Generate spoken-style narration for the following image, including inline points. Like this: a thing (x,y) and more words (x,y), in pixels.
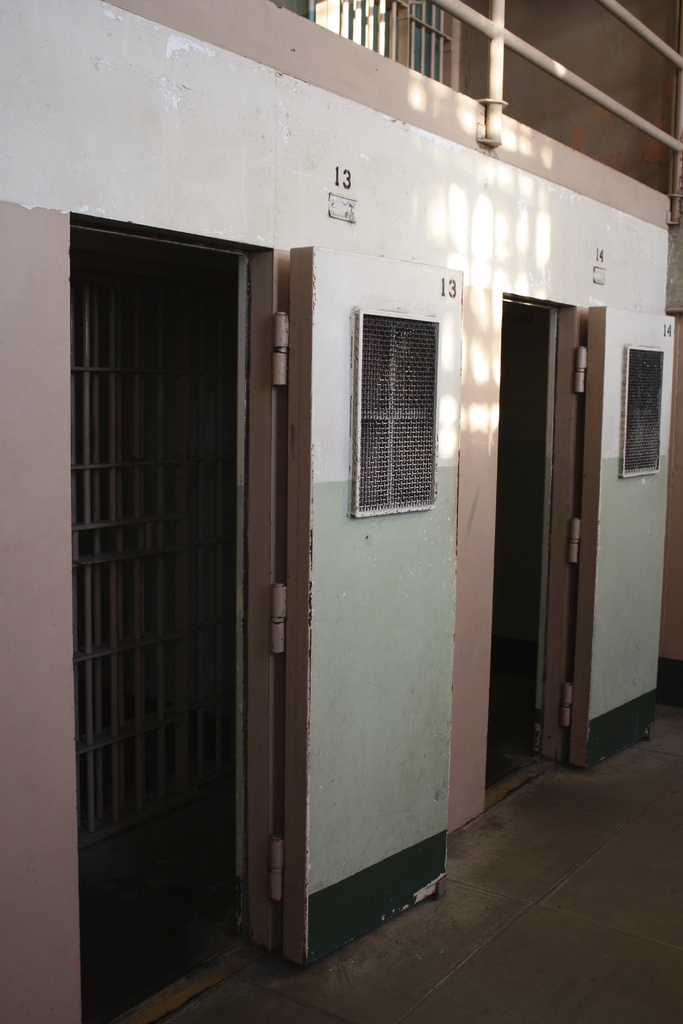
In the picture I can see doors (414,525), wall (477,756), fence (179,646) and some other objects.
